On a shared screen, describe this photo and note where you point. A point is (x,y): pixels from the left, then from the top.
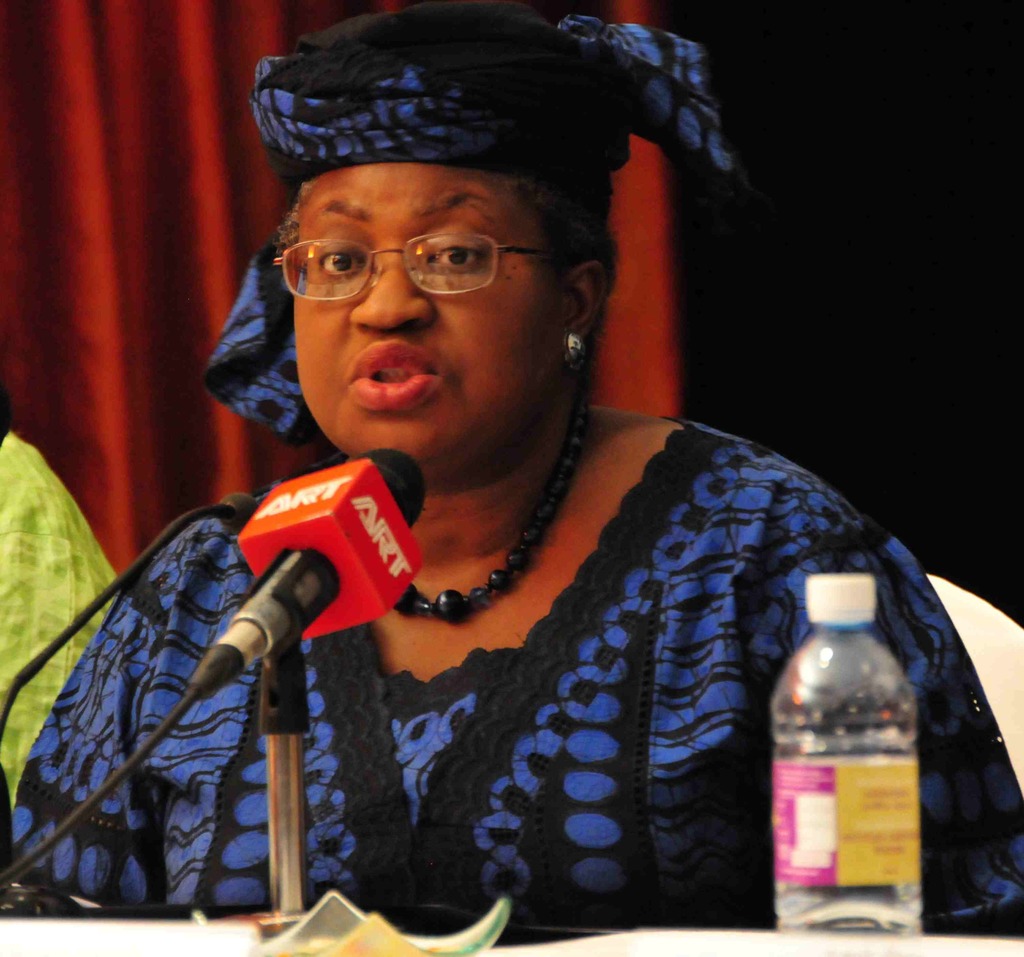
In this image In the middle (550,614) there is a woman (596,658) she wear blue dress (696,629) she is speaking she is sitting on the chair (983,679). In the middle (345,555) there is a mic (289,800) and bottle (813,726). In the background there is a curtain (223,222).
